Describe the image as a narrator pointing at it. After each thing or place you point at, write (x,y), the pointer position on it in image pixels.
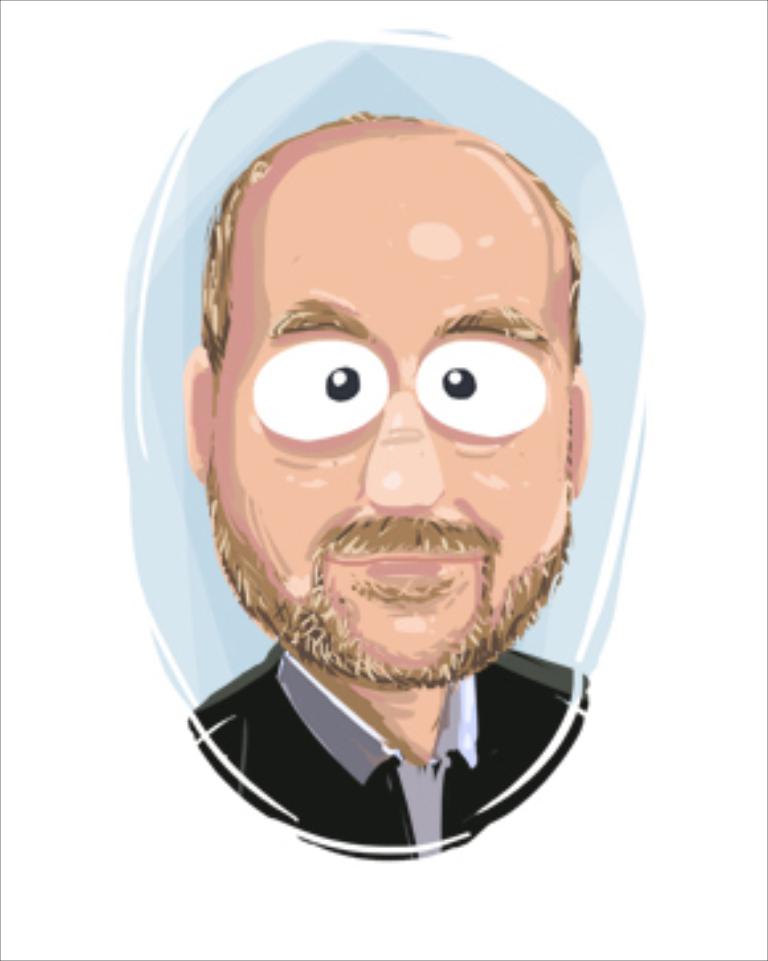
In this picture we can see a cartoon image of a man (469,490), there is a white color background (84,37).
